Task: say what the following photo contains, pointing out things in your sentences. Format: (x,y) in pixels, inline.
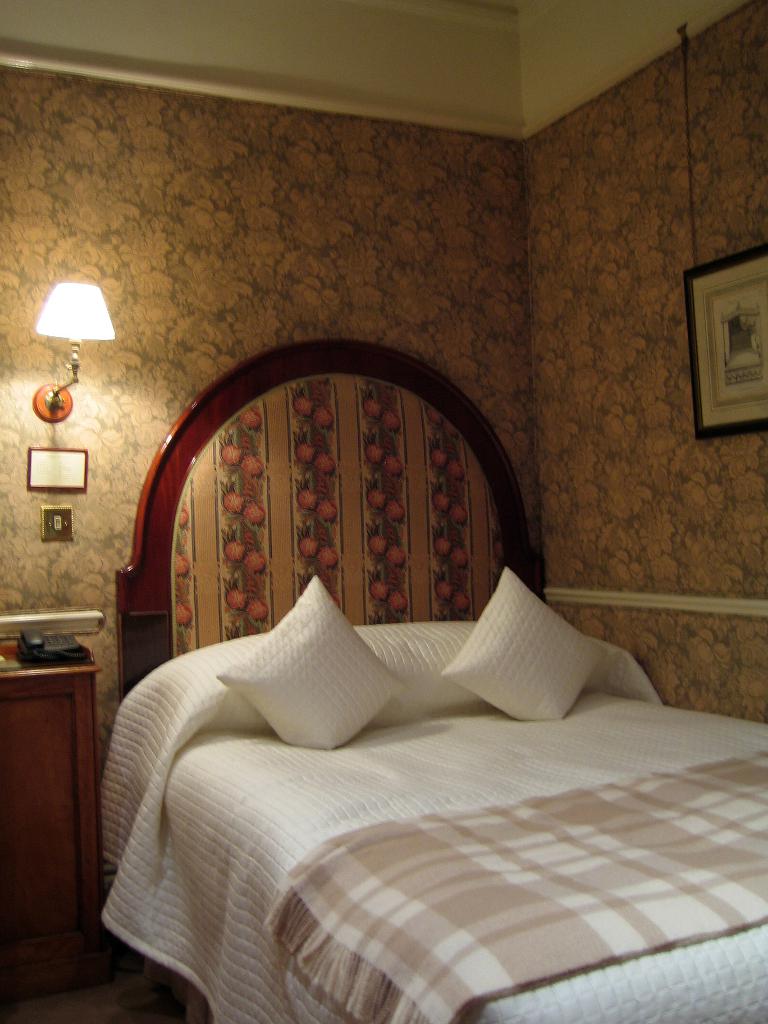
The image is inside the room (598,556). In the image there is a bed (464,742), on bed (467,789) we can see two pillows (352,722) and a blanket (265,957) on right side (717,347) there is a photo frame (704,351) on wall (569,100). On left side (95,313) we can see a lamp (92,294) and a table (57,679), on table (40,688) there is a land mobile (38,657).
